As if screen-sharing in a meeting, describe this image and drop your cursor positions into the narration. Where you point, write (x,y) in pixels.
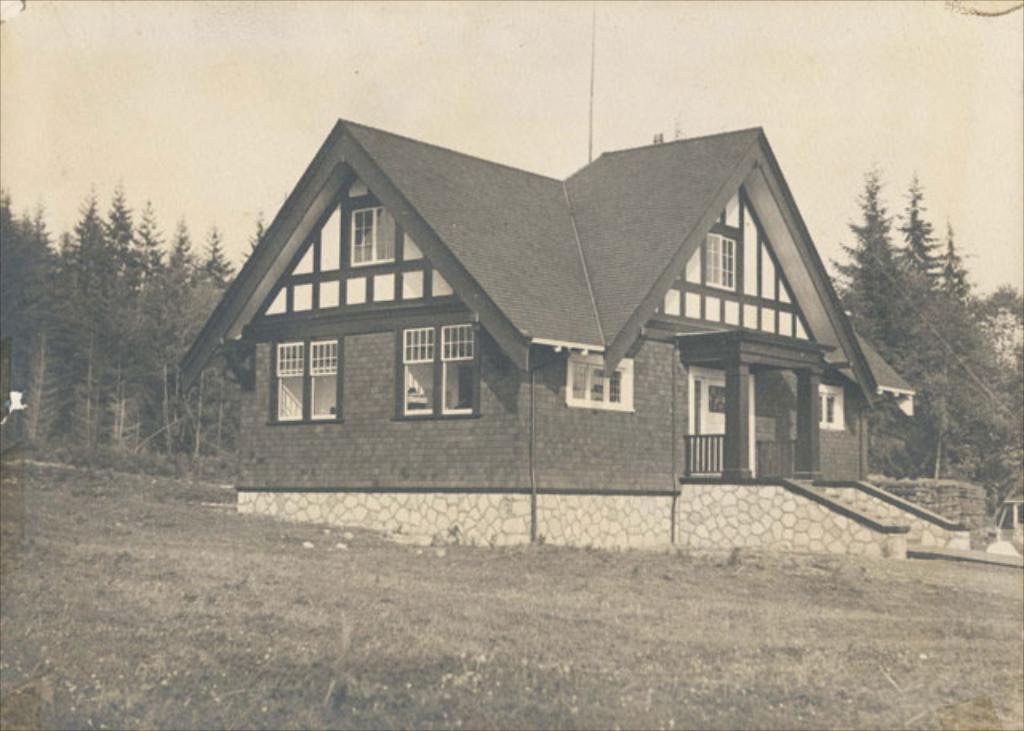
In this image in the center (564,370) there is a home (534,357). In the background (39,328) there are trees (946,370). On the ground (428,645) there is grass (582,652) and the sky (466,116) is cloudy.
